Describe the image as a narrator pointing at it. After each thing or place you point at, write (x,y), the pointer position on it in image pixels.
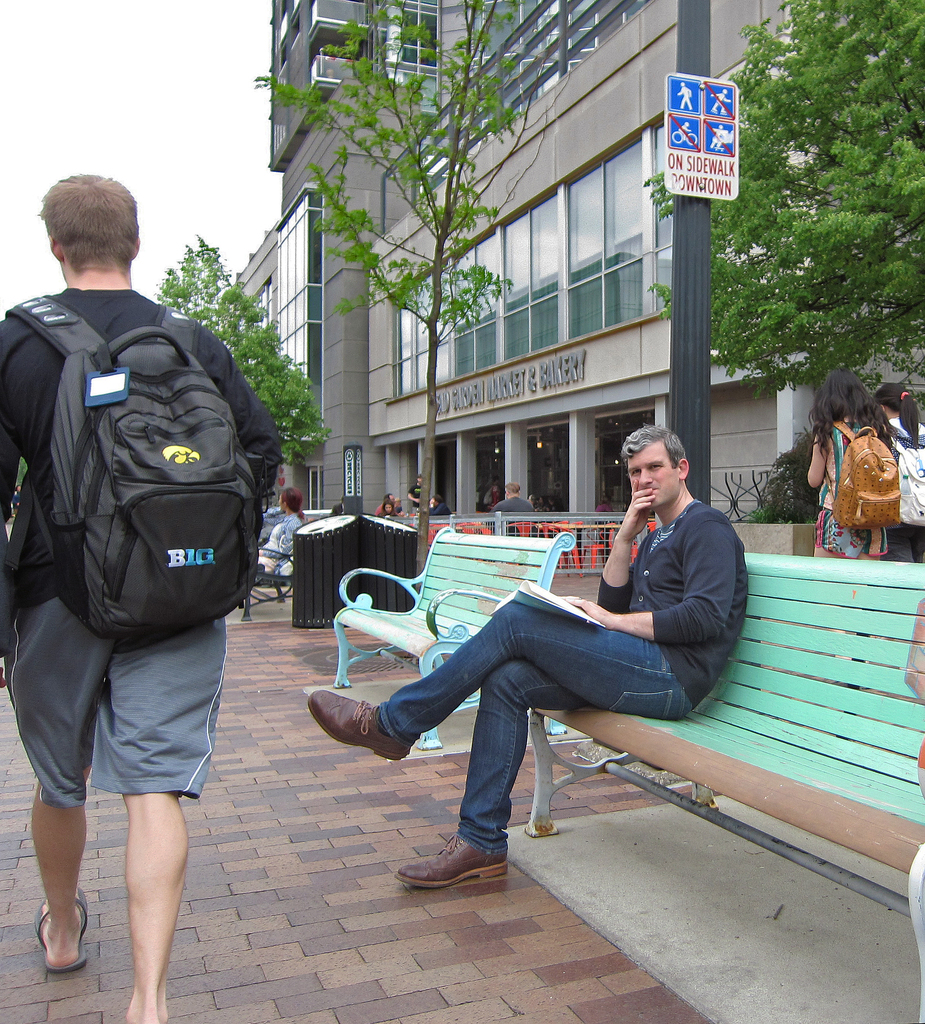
In this image i can see a man (562,684) sitting and the other man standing wearing bag (121,515) and walking on the path way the man (650,572) sitting is wearing a black t-shirt (630,587) and a jeans (589,662) and sitting on a green bench (838,677), there is the other bench (460,552) beside him, at the back ground (319,551) i can see a black bin (318,549), a tree (460,98), a building (574,112), a window (620,209), a board (725,125) attached to a pole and sky (221,66), and there are other two women (827,435) wearing bag (862,461) and walking at right (839,448), in front there is another woman (278,563) sitting on the bench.
